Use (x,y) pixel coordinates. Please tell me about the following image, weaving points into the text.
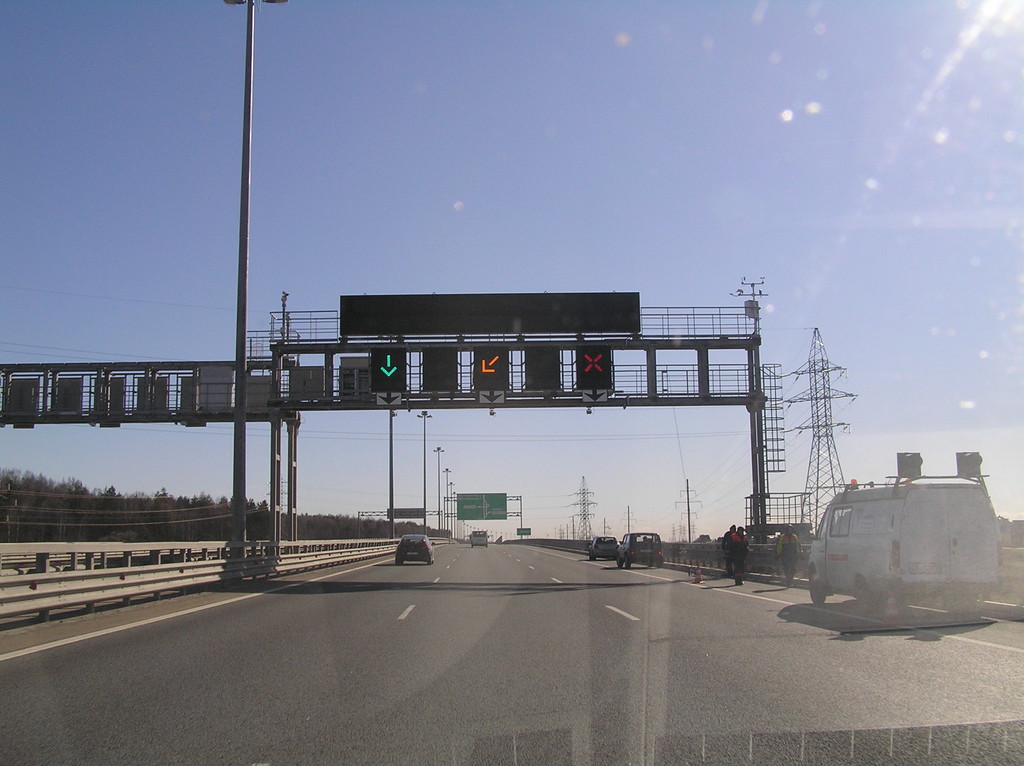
In this image we can see a road (526,559) with vehicles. There is railing (190,583). There are poles (689,540). There is a tower (814,400). To the right side of the image (884,549) there is a vehicle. There are people (724,537). There is a metal board (316,349) with display screens (430,368). At the top of the image (502,103) there is sky (474,170).
